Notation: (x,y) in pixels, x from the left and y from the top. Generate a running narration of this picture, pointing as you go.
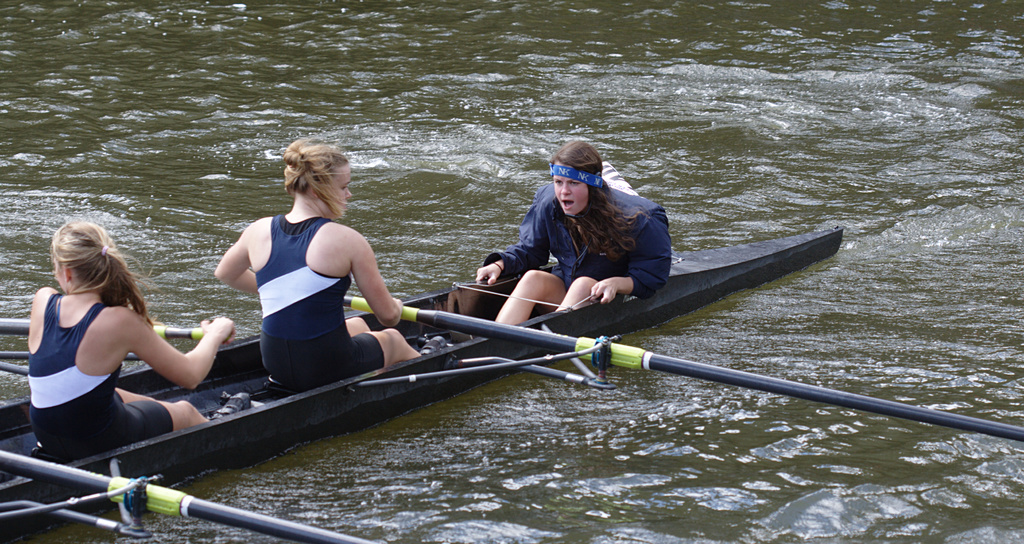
In this image I can see three beautiful women (344,333) are rowing the boat (251,375), they wore blue, white color tops (270,300). This is water (557,492).
